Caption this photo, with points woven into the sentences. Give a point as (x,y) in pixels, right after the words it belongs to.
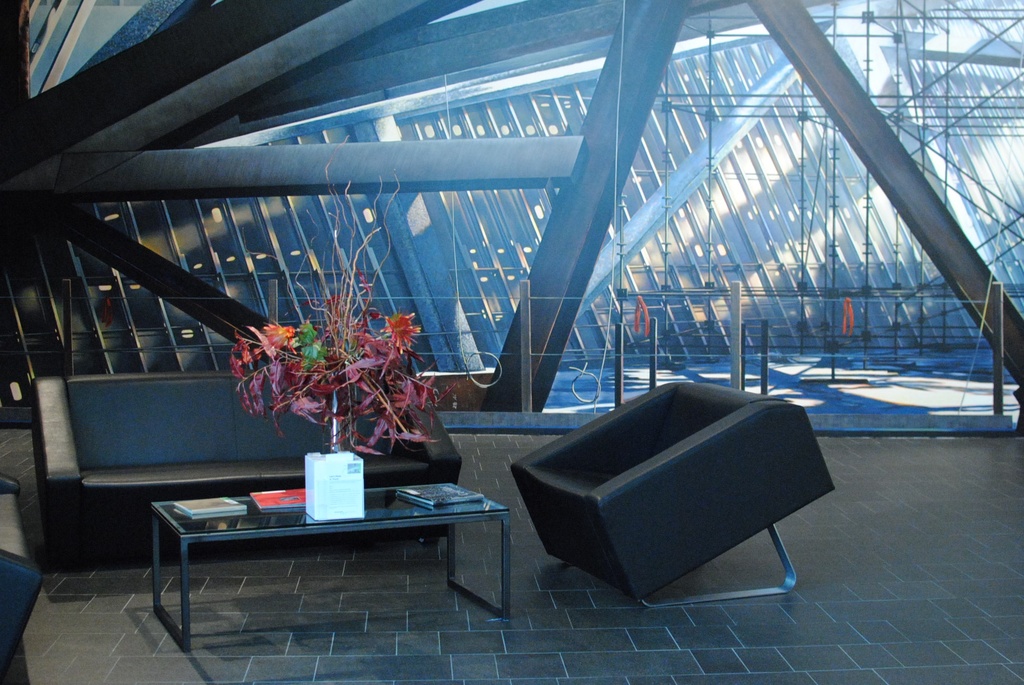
In this Image I see a sofa set (51,406) and there is a table (164,516) over here and there are books (480,498) and a plant (337,346).
